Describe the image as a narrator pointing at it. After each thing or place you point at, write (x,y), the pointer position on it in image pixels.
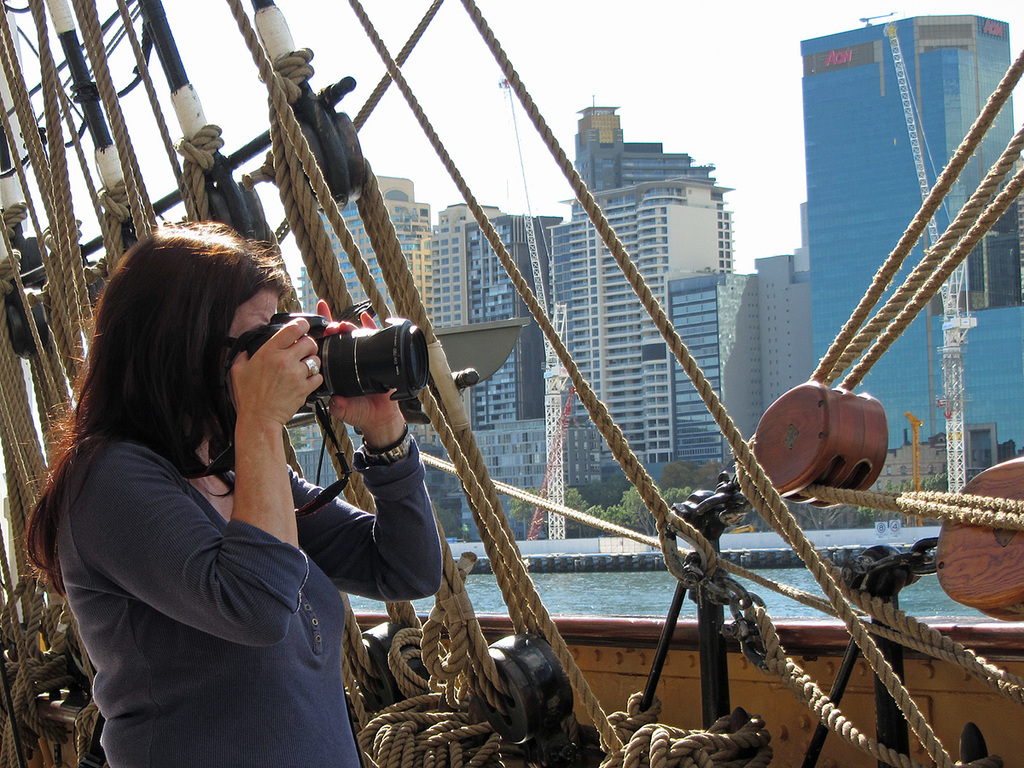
In this image we can see a lady (207,481) taking picture using the camera (319,338), she is on the ship (384,250), there are ropes (947,272), poles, there are buildings (653,285), windows (689,415), trees (670,497), plants (688,490), also we can see the water (925,603), and the sky (645,123).
